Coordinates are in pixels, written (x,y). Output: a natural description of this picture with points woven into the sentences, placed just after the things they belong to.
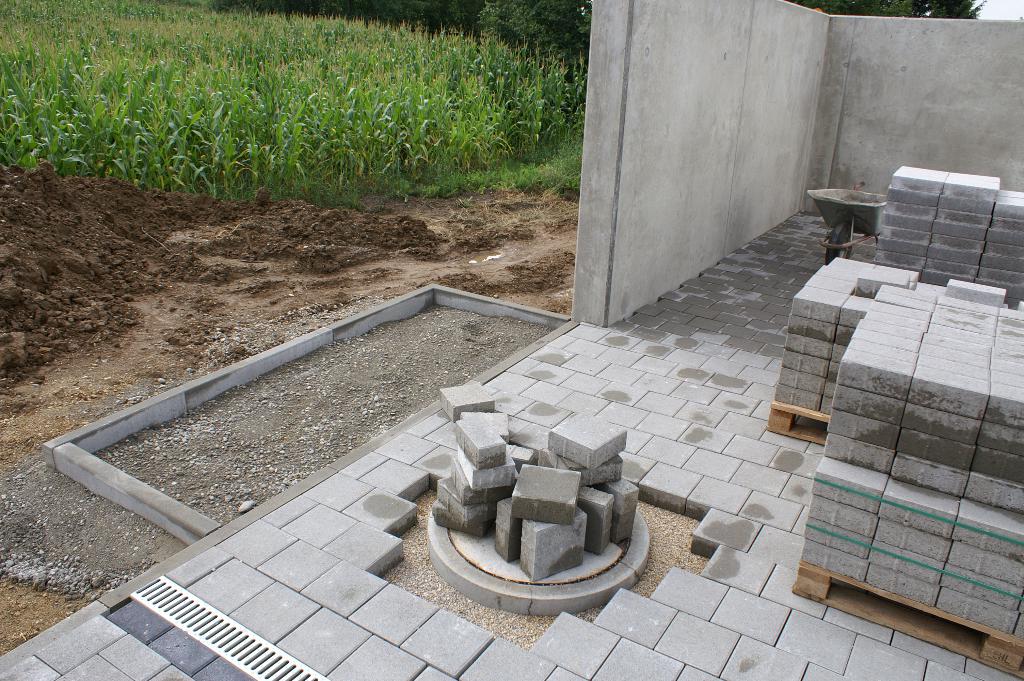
In this image, we can see cement bricks (720,402) in front of the wall (875,112). There is crop (316,79) in the top left of the image (257,67).
